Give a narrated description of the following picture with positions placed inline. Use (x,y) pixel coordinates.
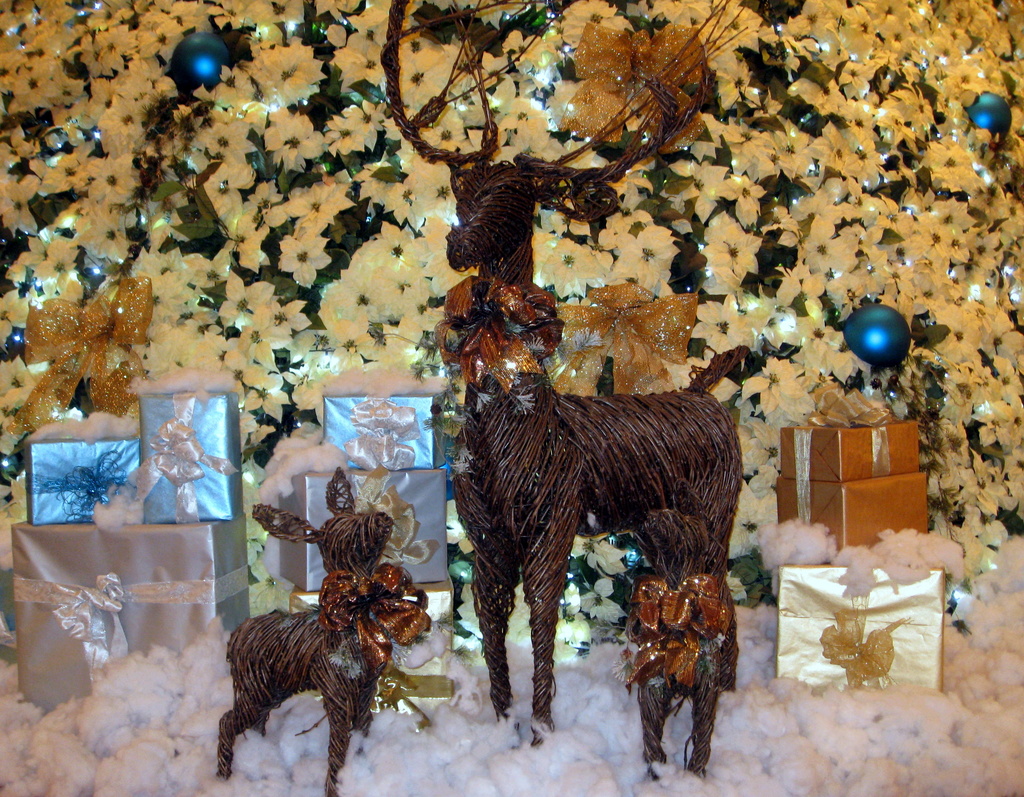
In this picture I can see flowers (10,517) and toys (366,545). I can also see some gift boxes (226,550).
